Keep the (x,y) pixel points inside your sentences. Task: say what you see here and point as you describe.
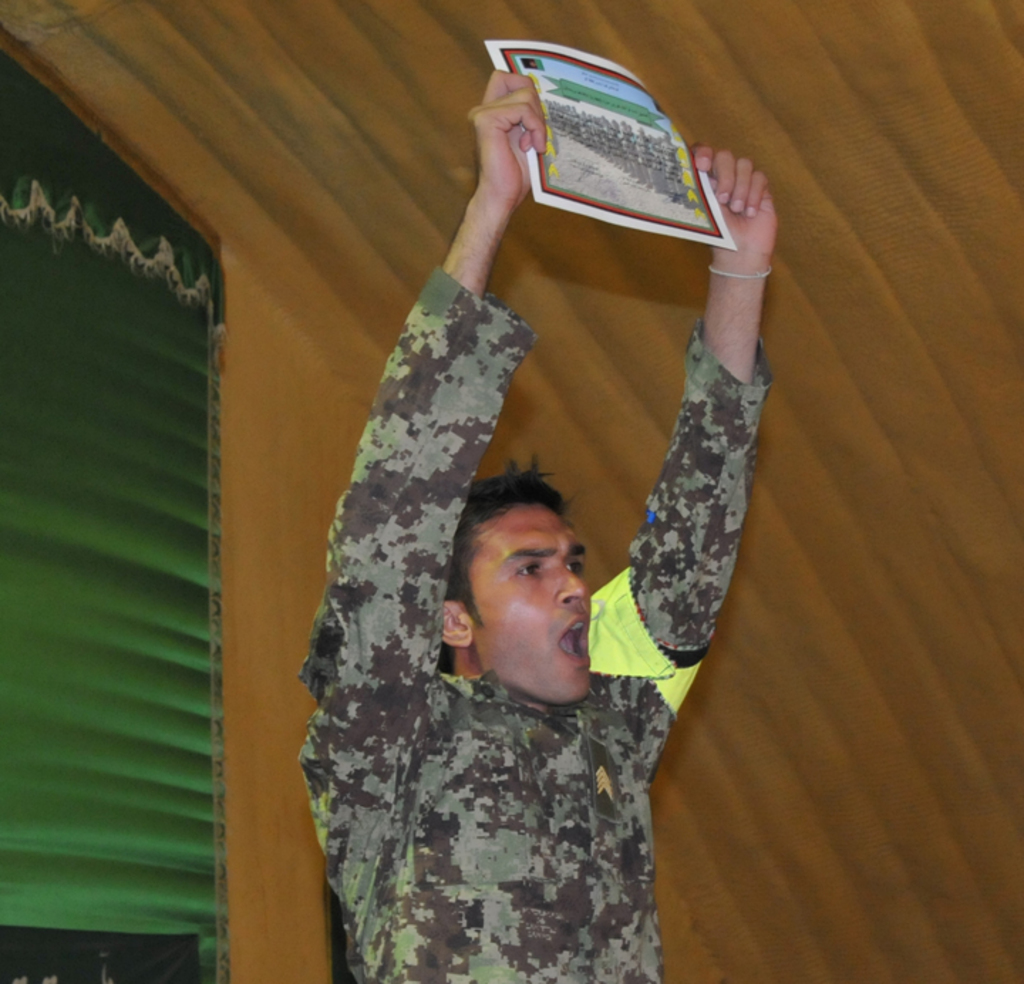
In this image, I can see a person (463,690) holding a poster (547,179). On the left side of the image (84,431), I can see a curtain (66,348). In the background (325,124) there is a cloth (846,84).
